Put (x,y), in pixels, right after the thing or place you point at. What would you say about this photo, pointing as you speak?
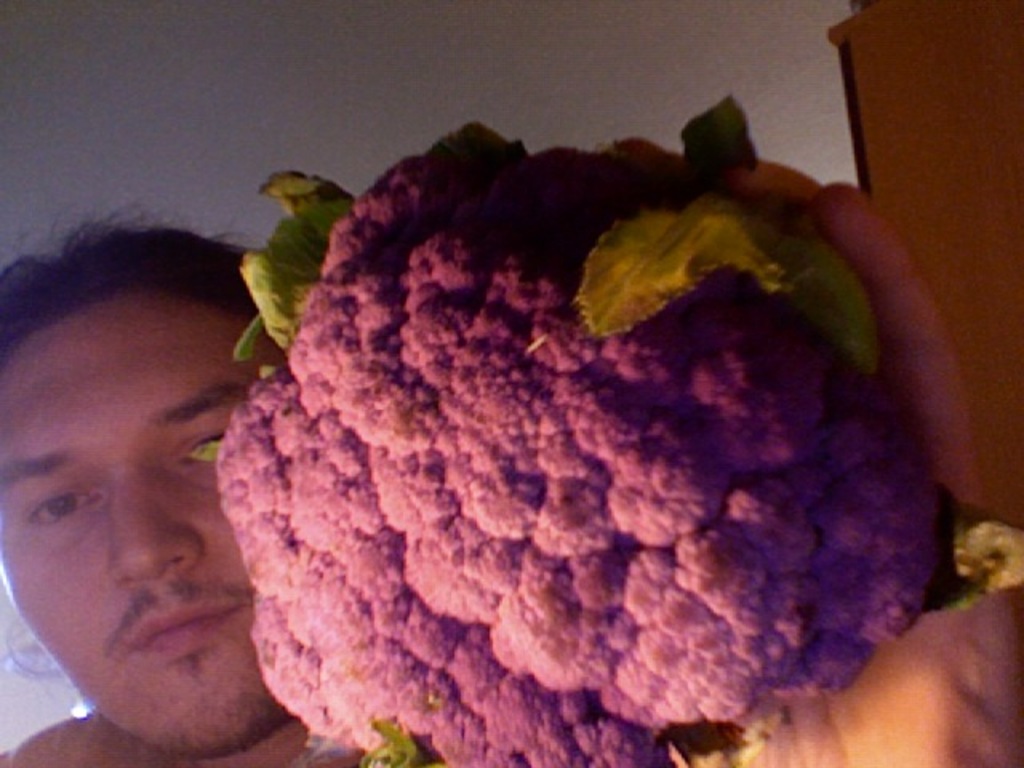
In this image I can see a person (148,643) holding a cauliflower (516,410) in the hand (910,673) and looking at the picture. On the right side (958,185) there is a cupboard (931,188). In the background (376,90) there is a wall (214,109).
